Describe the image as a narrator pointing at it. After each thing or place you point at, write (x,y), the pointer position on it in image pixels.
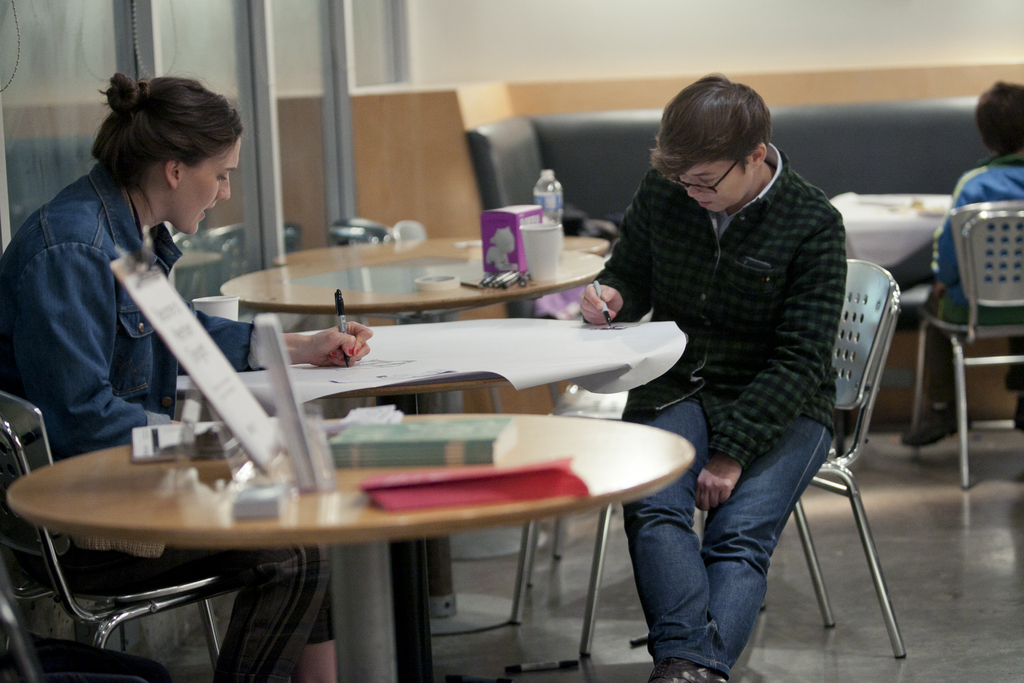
In this image we can see persons (674,301) sitting on the chairs (852,511) and tables (360,520) are placed in front of them. On the tables (546,438) we can see planks (288,425), books (415,454), pens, charts (533,319), disposable tumblers (539,227), disposable bottles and containers (485,223). In the background (489,58) we can see walls (677,67), mirrors (313,85) and floor (793,549).
